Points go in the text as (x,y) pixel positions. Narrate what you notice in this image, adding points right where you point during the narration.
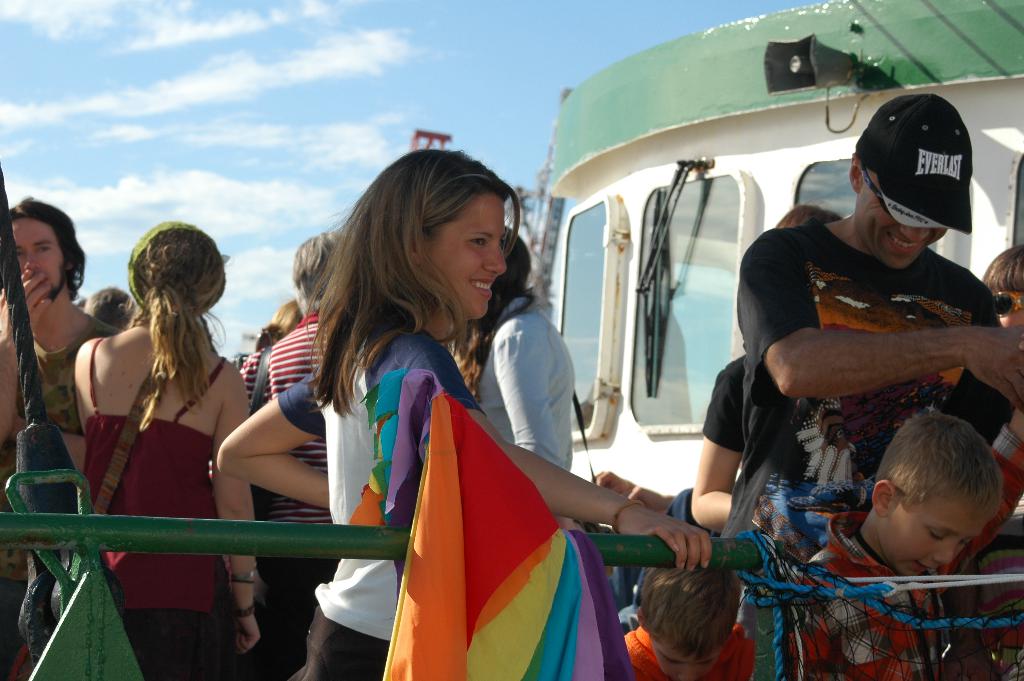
In this image we can see people (214,459) standing on the floor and sky (285,102) with clouds (221,92) in the background (326,109).
